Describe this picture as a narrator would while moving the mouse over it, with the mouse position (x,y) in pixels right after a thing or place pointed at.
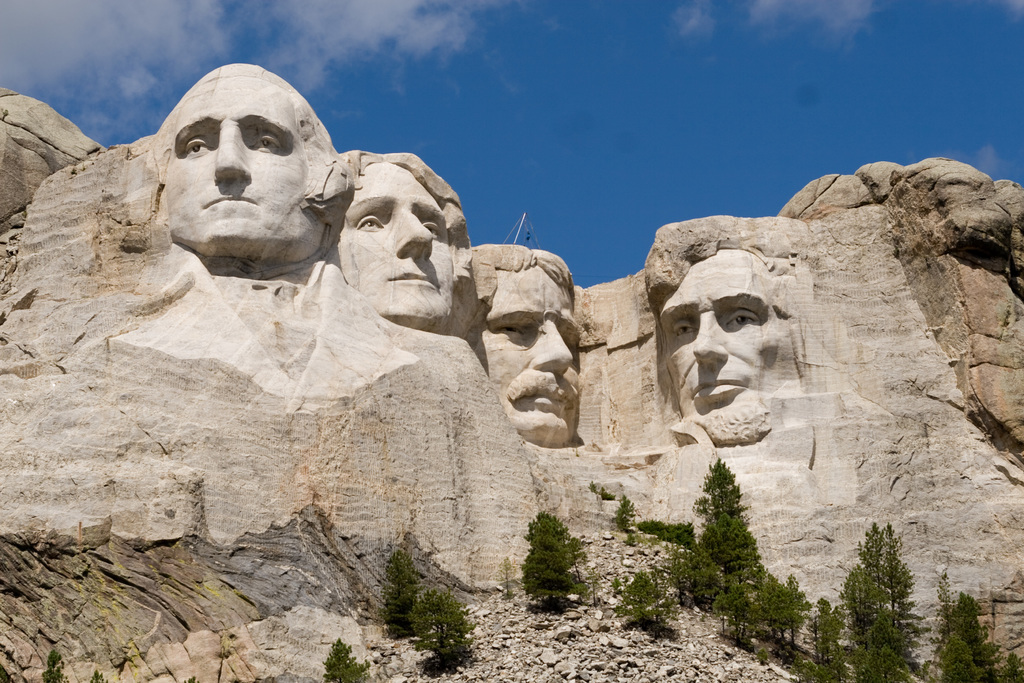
In the picture we can see a rock hills (363,523) which are shaped into a mans face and under the hills (427,531) we can see some plants (745,537) and behind the hill (239,68) we can see a sky (405,98) with clouds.
